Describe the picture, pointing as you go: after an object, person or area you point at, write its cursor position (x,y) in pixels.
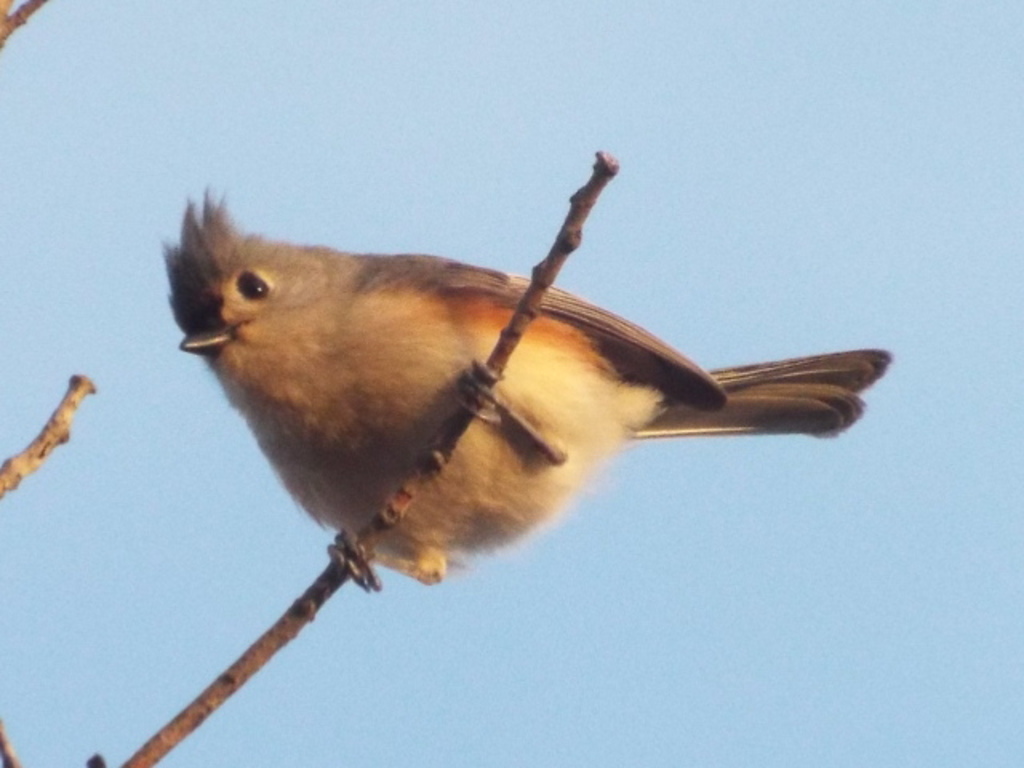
In this image I can see a bird (342,348) on the stick (250,667). The bird (381,423) is in cream and brown color. In the background (823,591) I can see the sky (480,661).
